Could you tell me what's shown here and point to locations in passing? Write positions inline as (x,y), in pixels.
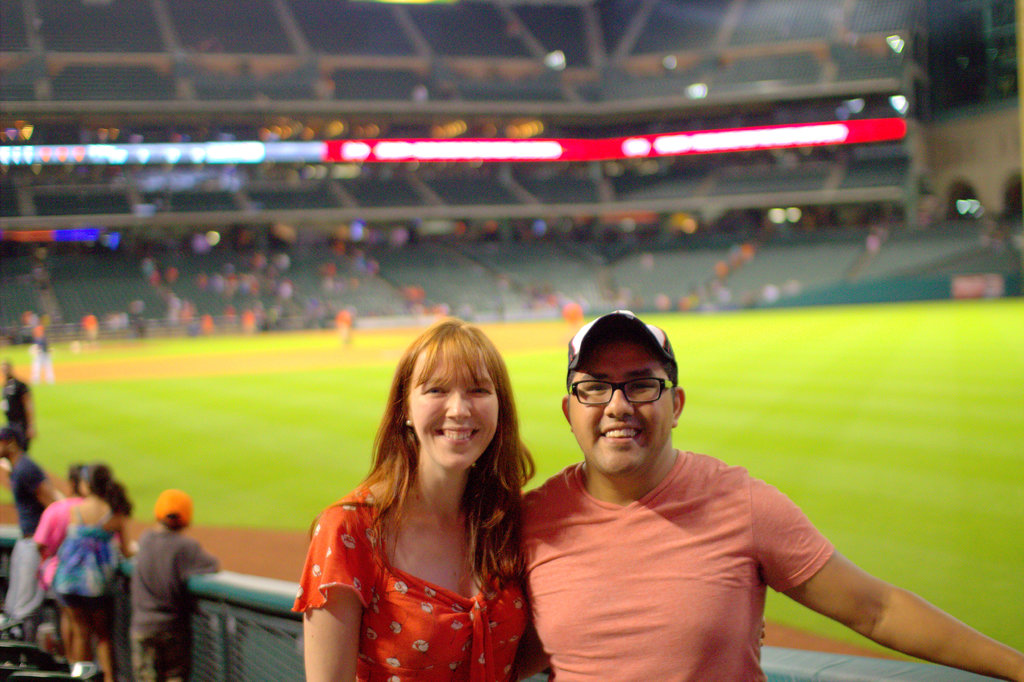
In the middle of the image (480,339) two persons (628,333) are standing and smiling. Behind them there is fencing (281,581). Behind the fencing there is grass (172,381). At the top of the image (991,53) there is stadium (971,297). Background of the image (1007,266) is blur. In the bottom left corner of the image (106,465) few people (11,403) are standing.
